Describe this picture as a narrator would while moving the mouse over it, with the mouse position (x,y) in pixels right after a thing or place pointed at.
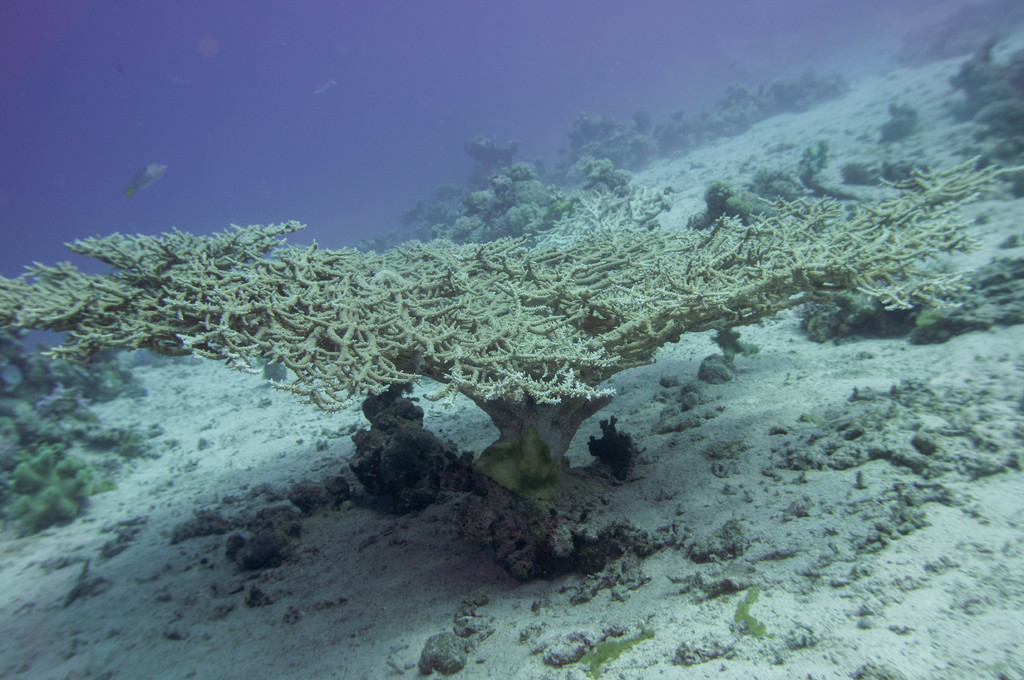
In the picture we can see deep in the water (244,151) with some water plants (606,332) and white sand surface (702,173) with stones (903,491) in it and we can see some fishes (145,176).
